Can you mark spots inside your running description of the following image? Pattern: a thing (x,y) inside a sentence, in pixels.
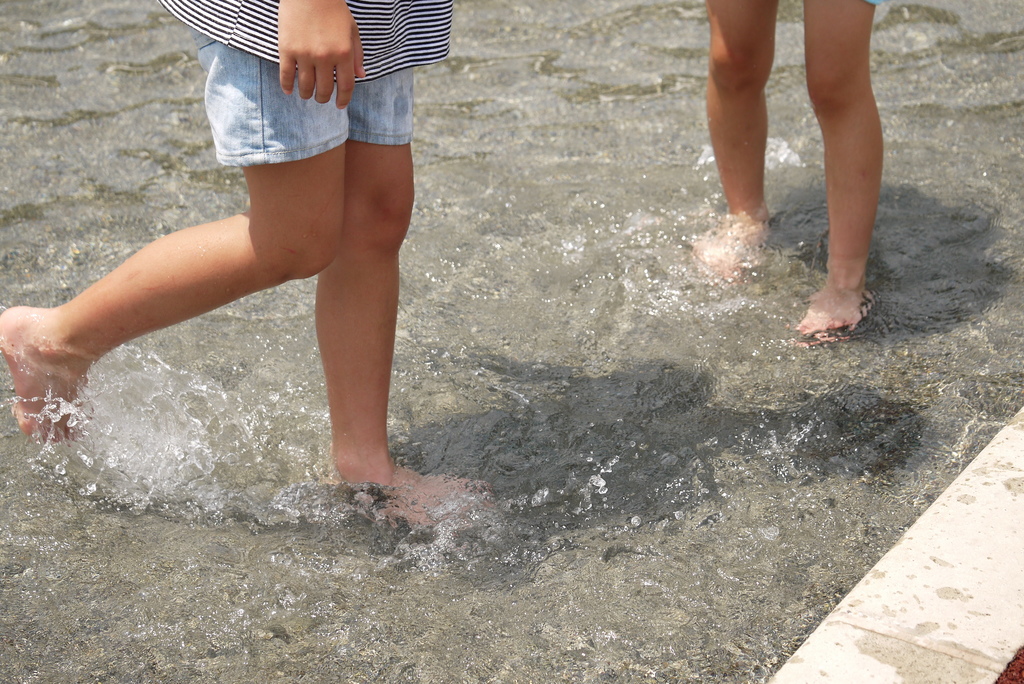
This picture shows couple of human (709,90) in the water (717,203) we see their legs (378,158) and a hand (336,67).
